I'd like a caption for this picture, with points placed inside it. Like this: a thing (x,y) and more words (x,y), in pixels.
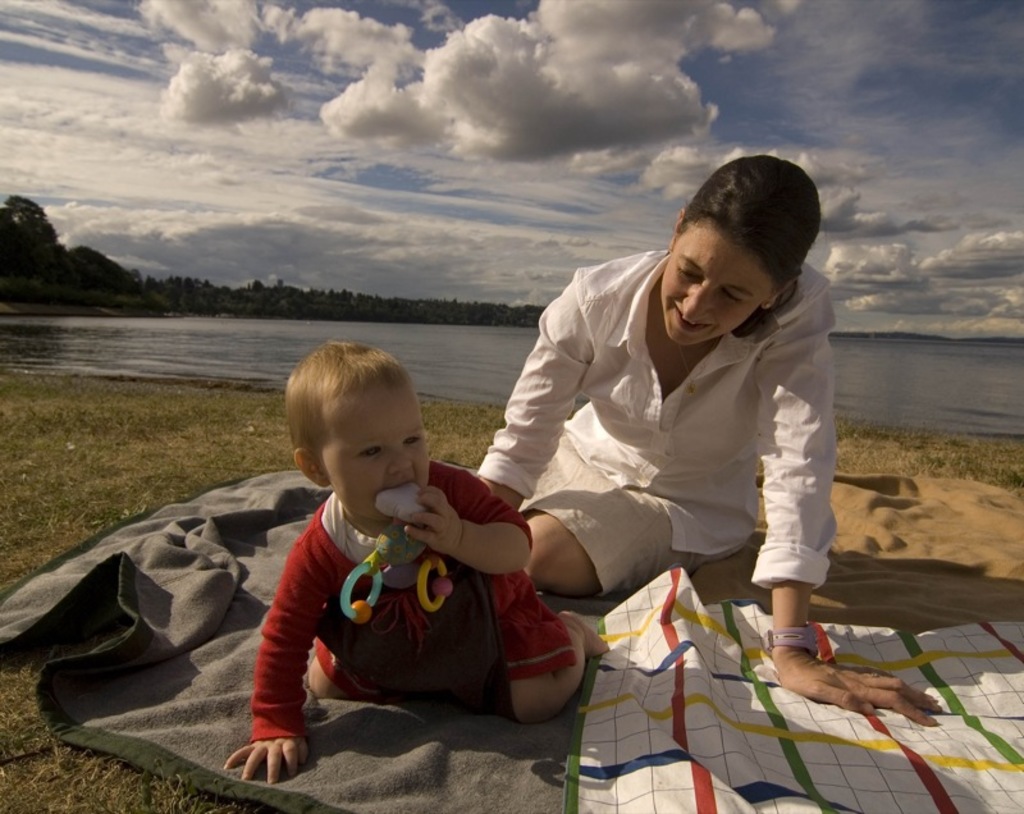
In this picture we can see a woman (587,456) and a kid (390,629) on the blankets (585,678), behind them we can see water (424,338), few trees (463,312) and clouds (503,152).
